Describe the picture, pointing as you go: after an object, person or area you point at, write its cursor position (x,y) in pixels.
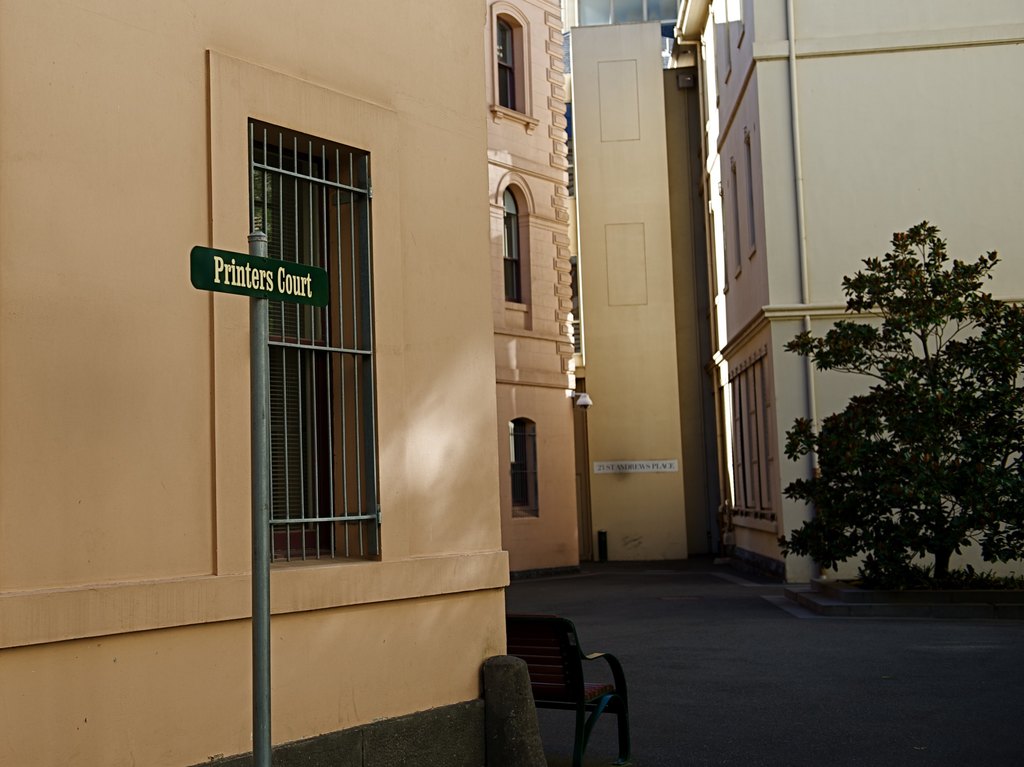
In this image we can many buildings (560,242) with windows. Near to the building (413,499) there is a bench (557,648) and a pole (264,313) with a name board (280,280). Also there is a tree (916,439).
